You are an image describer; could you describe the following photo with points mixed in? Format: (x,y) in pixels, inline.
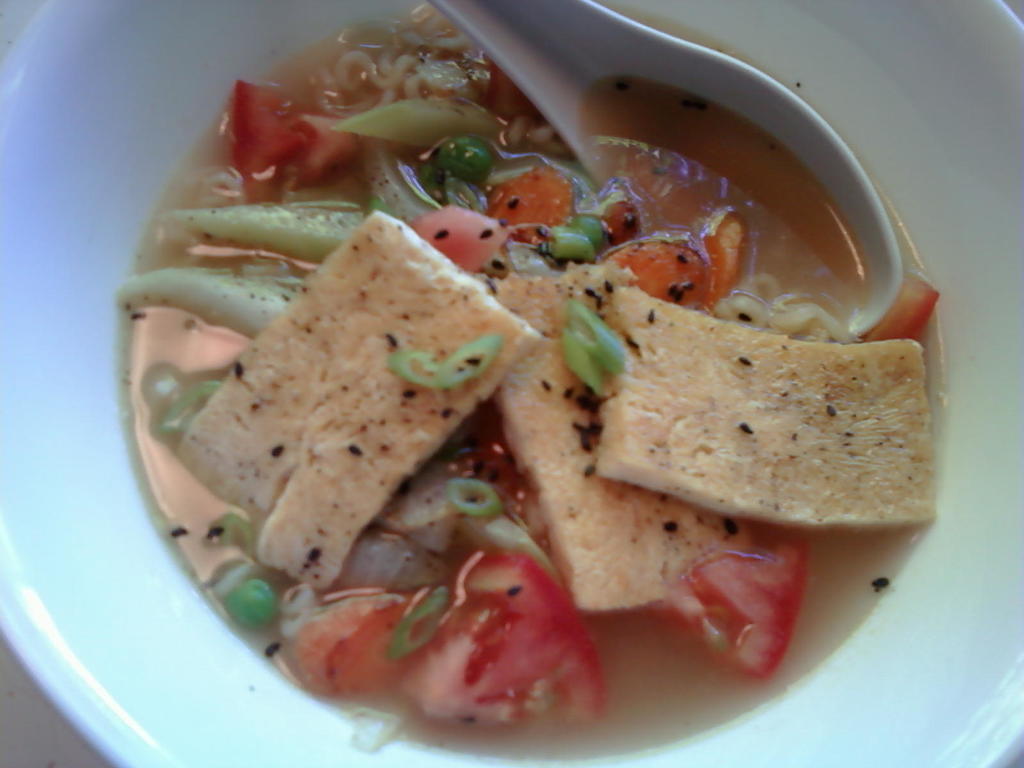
In this image I can see a food item (708,465) in the bowl (643,530). There is a spoon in the bowl (659,374).
